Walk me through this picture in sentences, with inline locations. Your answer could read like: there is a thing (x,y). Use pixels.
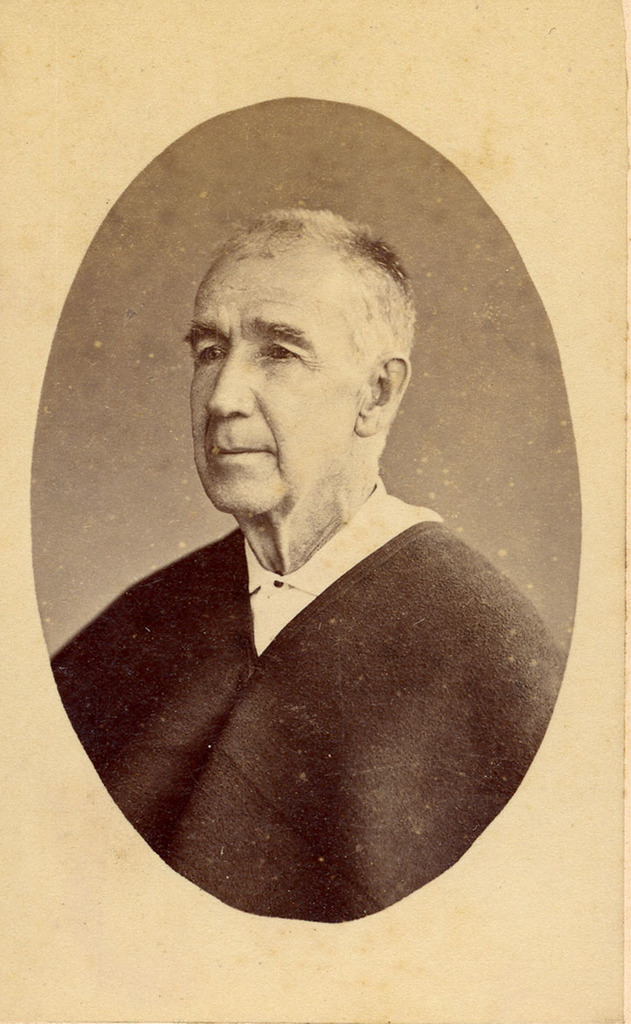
This looks like an old black and white image. I can see the old man (275,653) in the image.
